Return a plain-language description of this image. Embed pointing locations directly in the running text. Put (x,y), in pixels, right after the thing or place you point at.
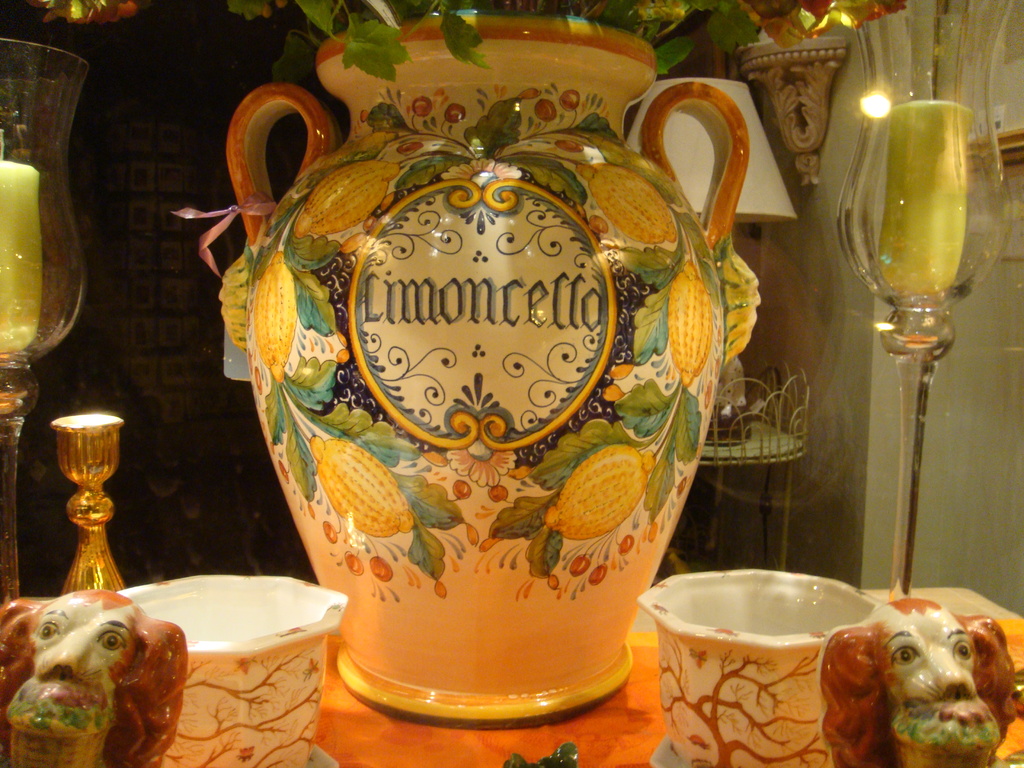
In this image there is a big ceramic pot (397,405), ceramic bowls (705,594), ceramic toys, candles (888,174) in the glasses (885,187) on the table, and in the background (793,326) there is a lamp (643,108) on the table (708,440), wall (762,371).
